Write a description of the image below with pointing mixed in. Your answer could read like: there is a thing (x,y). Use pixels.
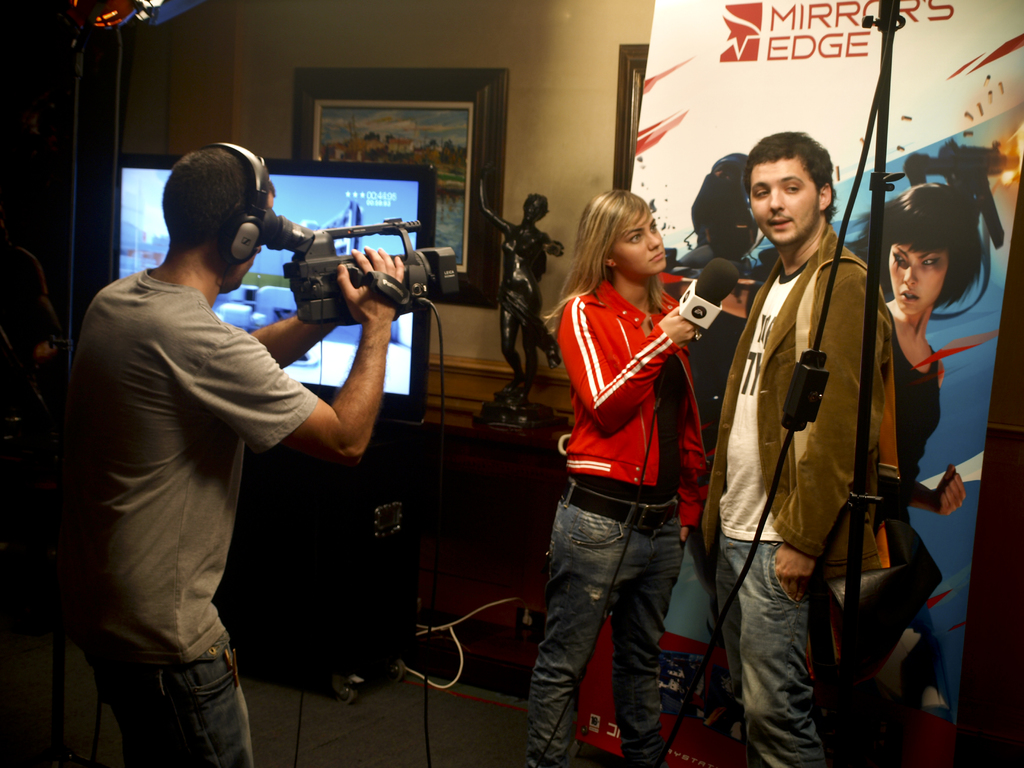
There are three members (134,353) in this picture. One guy (355,304) is holding a video camera (310,277), wearing a headset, capturing the video of a man (796,211) and a woman (606,373) who is interviewing this man (778,285). In the background (361,188) there is a television (289,205) and a photo frame (420,138) attached to the wall (533,47).
